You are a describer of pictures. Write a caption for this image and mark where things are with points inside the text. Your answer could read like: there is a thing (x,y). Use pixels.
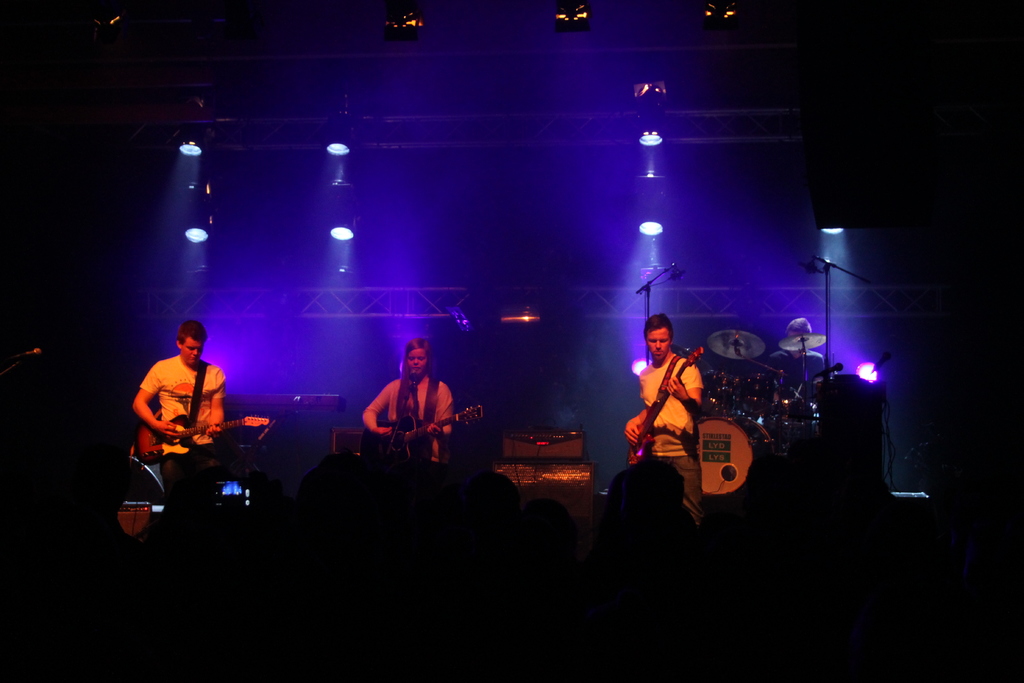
There is a musical event is going on. These three people (195,369) are playing guitars (210,429). This woman (418,384) is singing. There is light (648,230) in the background (656,187). In-front of these people (418,396), a group of people (754,518) gathered and watching at them.
